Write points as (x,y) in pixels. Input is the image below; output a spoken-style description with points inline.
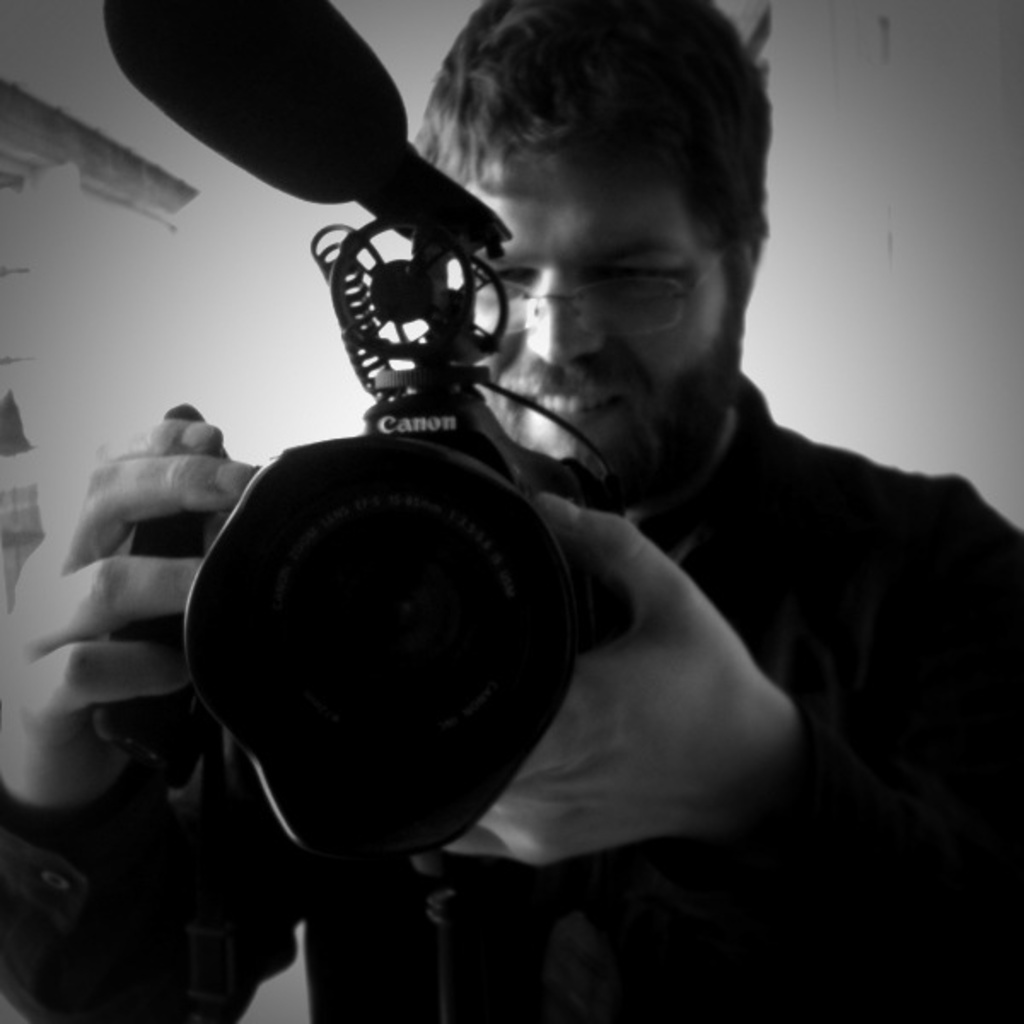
This is a black and white image. Here is the man (641,768) standing and holding camera (408,407). I think this is the mike (297,88).
